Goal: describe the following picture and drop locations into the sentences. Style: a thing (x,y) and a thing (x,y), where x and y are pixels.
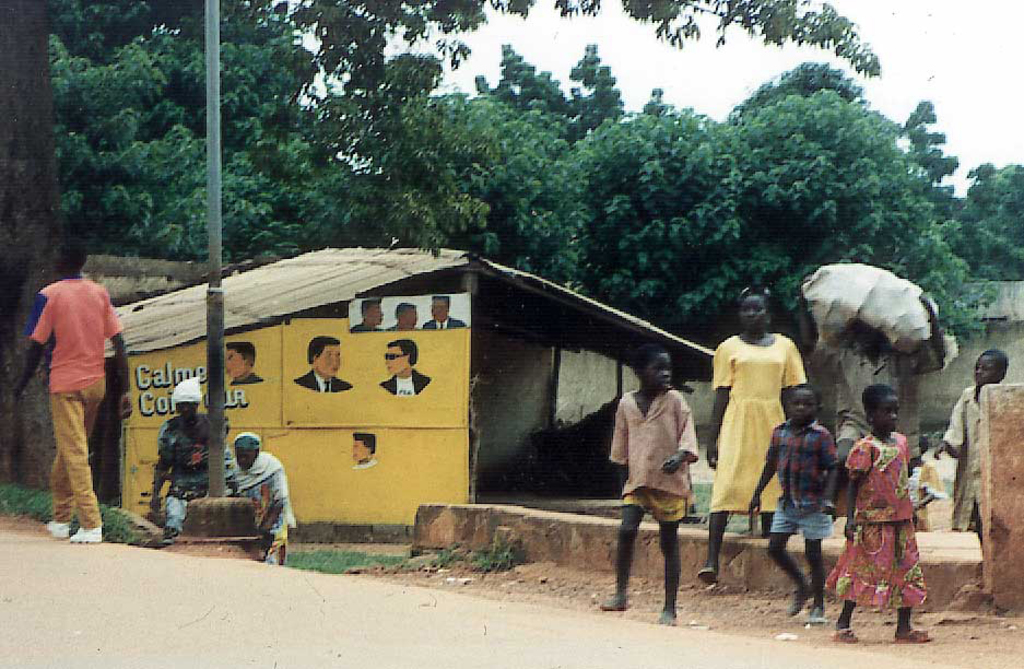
In this picture we can see there are some people (682,493) standing and a person (87,454) is walking on the path (16,662). On the left side of the people (749,479) there is a pole (214,213) and grass (35,503). Behind the people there is a wall (268,396), houses (596,388), trees (74,101) and sky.
